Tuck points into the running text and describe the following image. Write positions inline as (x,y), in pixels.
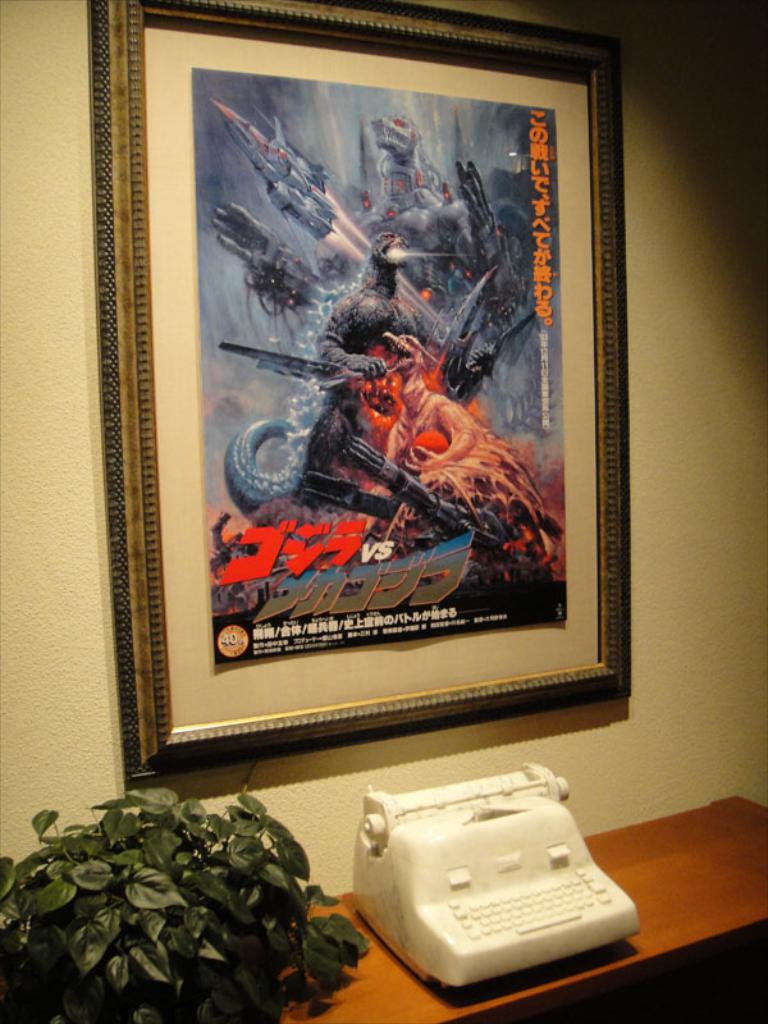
In the image there is a photo frame (253,447) attached to the wall (9,362), in front of the wall (361,788) there is a table (707,924) and on the table (711,924) there is some object (463,878) and beside that there is a plant (196,869).
